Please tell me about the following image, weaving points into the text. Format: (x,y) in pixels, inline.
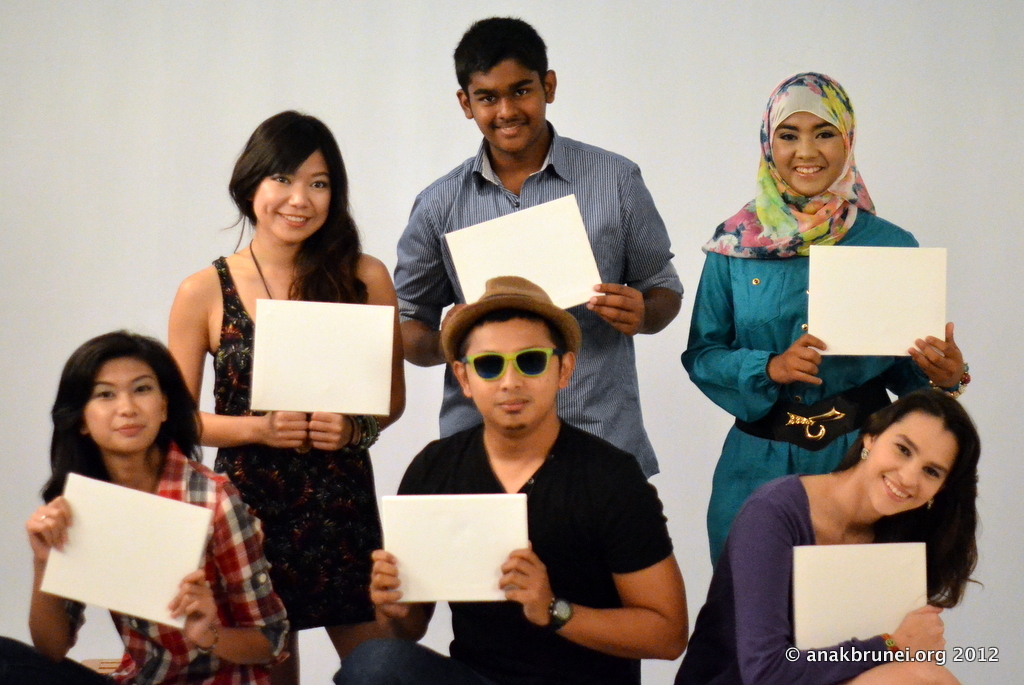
In this image, we can see persons (656,266) on the white background (595,68). These persons (839,498) are wearing clothes (582,574) and holding placards (872,552) with their hands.
